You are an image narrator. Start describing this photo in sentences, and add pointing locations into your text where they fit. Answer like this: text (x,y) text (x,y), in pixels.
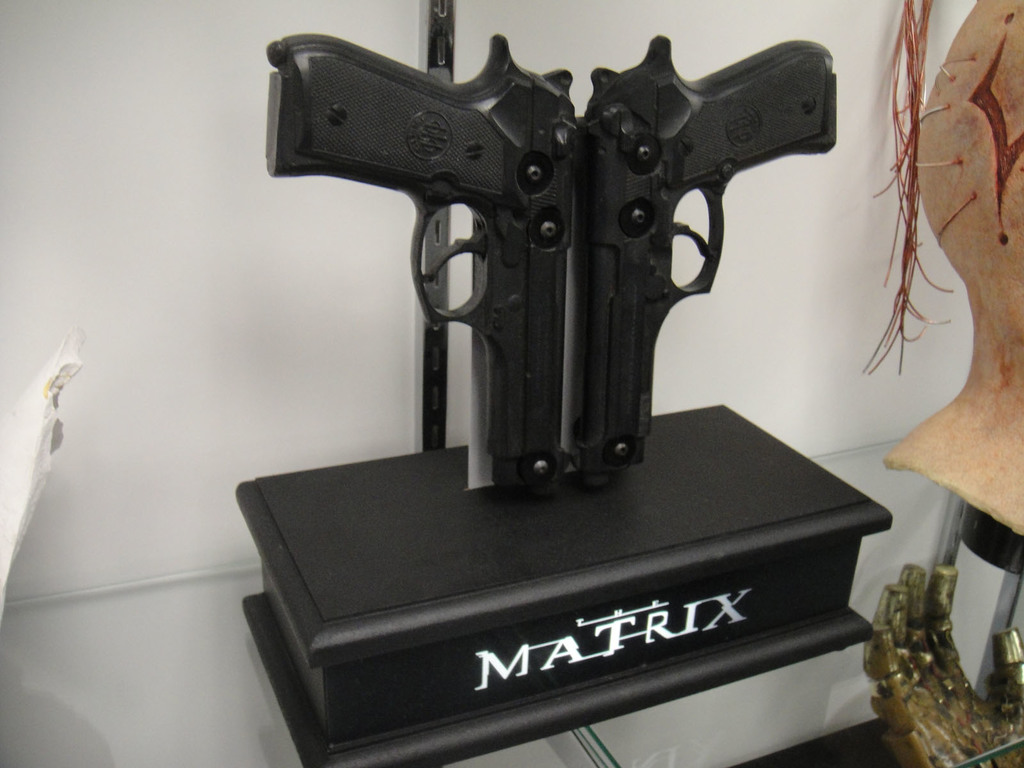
This image consists of guns (307,173) on the box (578,625). The box (681,606) is in black color. In the background (60,280), there is a wall (326,395). To the right (884,656), there are objects (917,710) looks like crafts (989,432).
